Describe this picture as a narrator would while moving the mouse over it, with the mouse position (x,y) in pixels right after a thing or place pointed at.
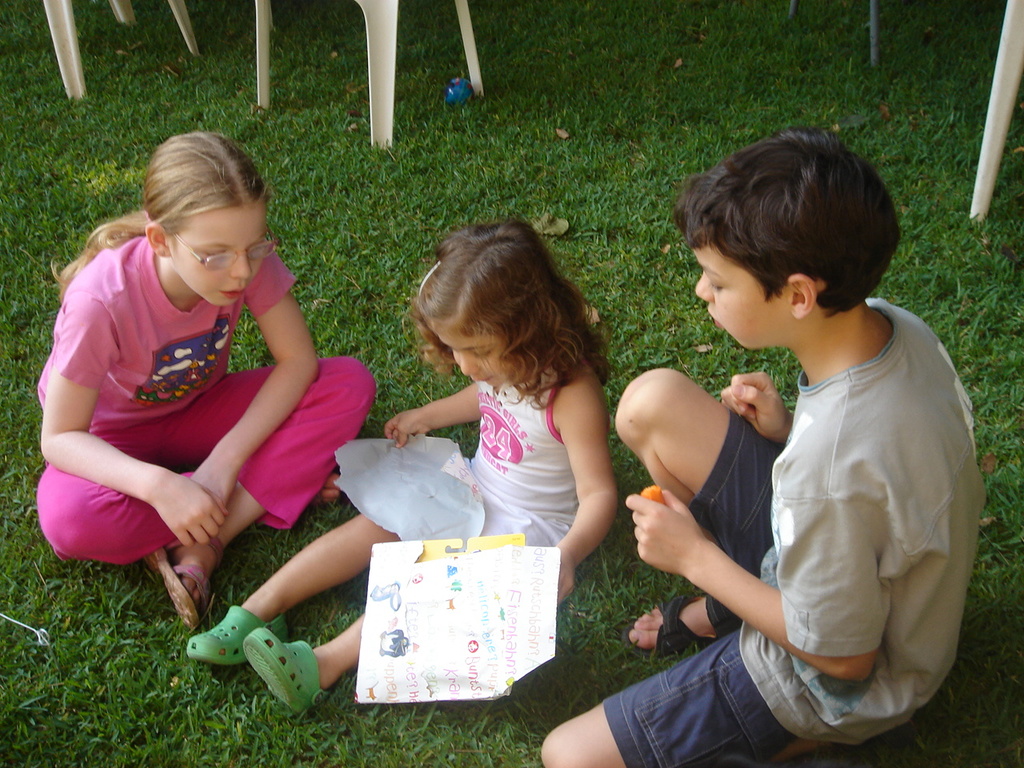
In the image there are two little girls (369,372) and a boy (822,309) sitting on the grassland (438,201) and behind there are chairs (991,162).
